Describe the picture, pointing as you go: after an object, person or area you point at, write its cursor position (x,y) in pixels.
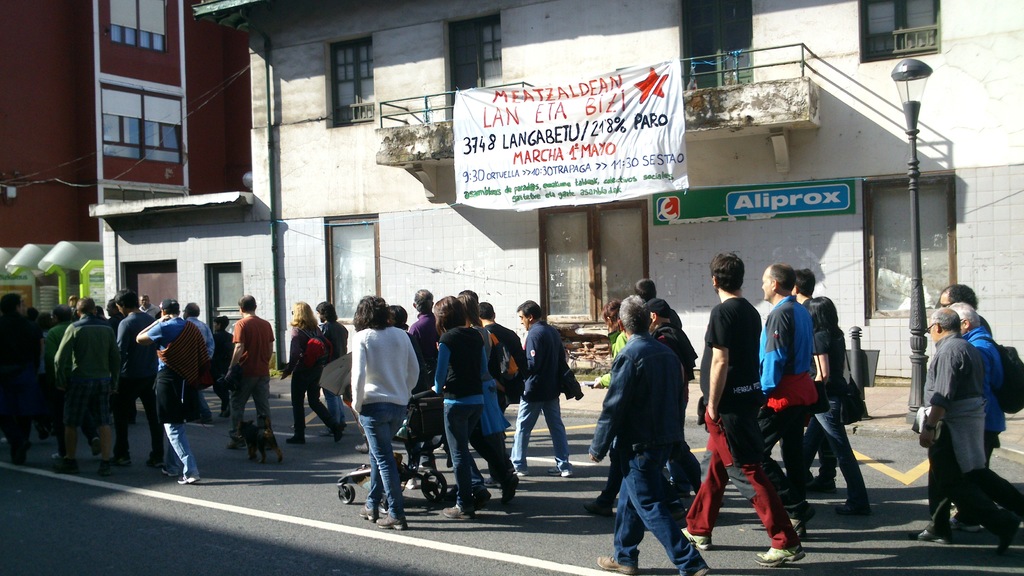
In this image, we can see buildings (257,166). There are persons (797,450) walking on the road (583,432). There is a banner (566,163) at the top of the image (541,128). There is a street pole (918,255) on the right side of the image (917,311).
